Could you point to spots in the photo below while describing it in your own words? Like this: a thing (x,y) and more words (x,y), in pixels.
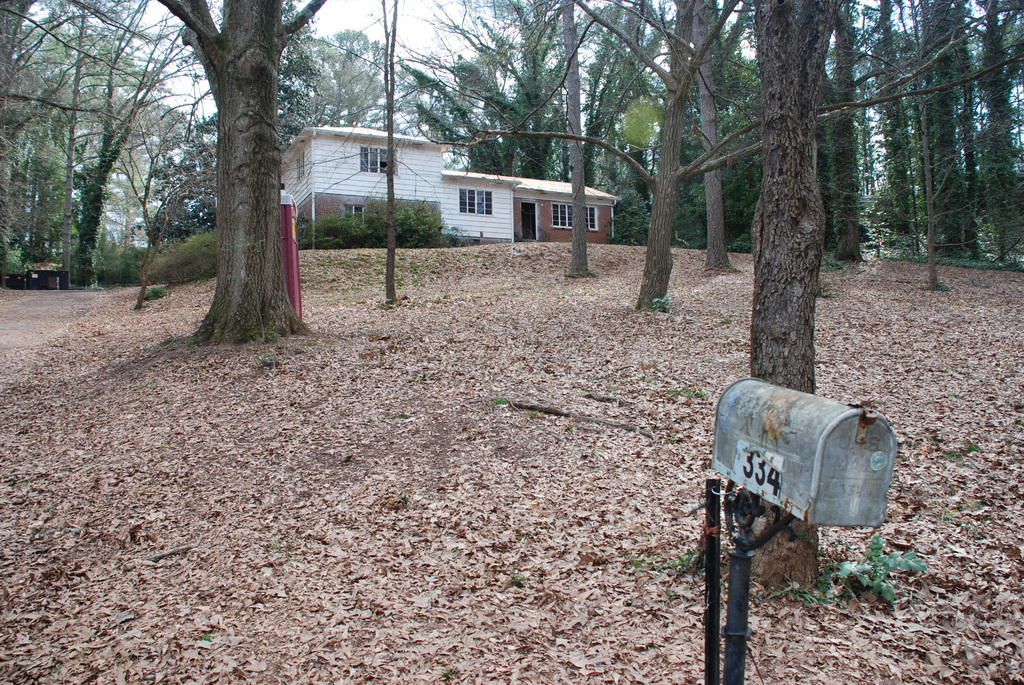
In this image I can see a mailbox (757,422) and on it I can see few numbers (778,468) are written. In the background (257,276) I can see number of trees (56,243) and a white colour house (396,183).
